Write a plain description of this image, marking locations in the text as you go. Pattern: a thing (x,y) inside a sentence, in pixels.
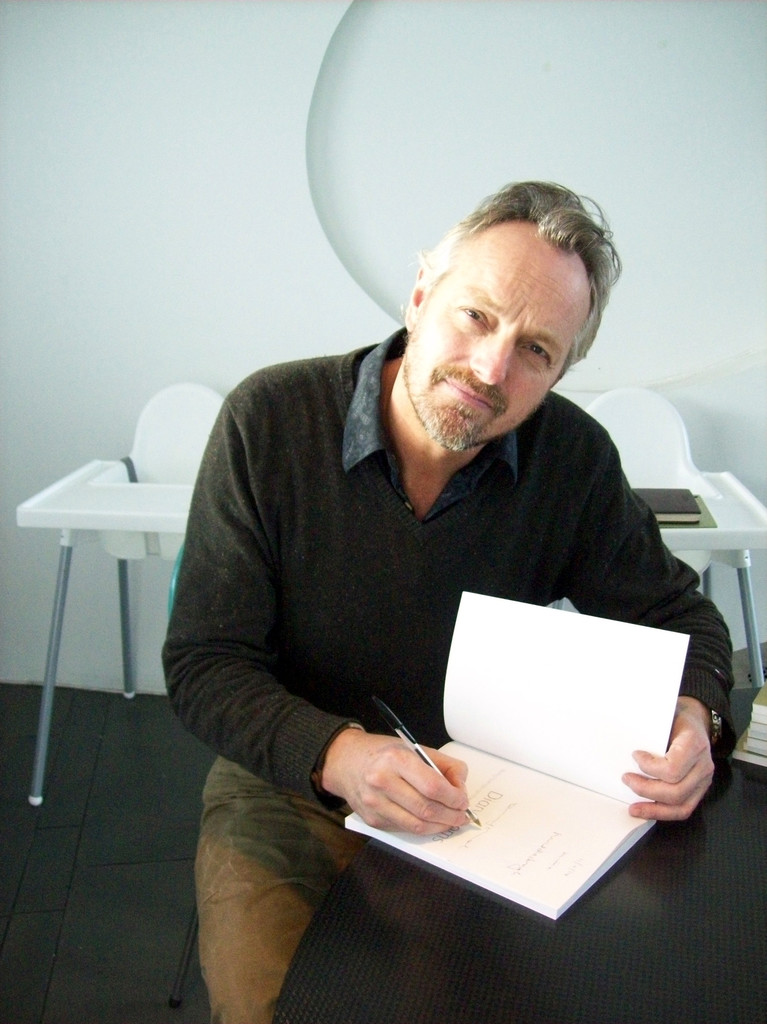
In this picture we have a man (236,553) sitting in the chair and writing with the pen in the book (471,736) in the table (424,927) and in the back ground (26,351) we have another table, and wall (81,228).
